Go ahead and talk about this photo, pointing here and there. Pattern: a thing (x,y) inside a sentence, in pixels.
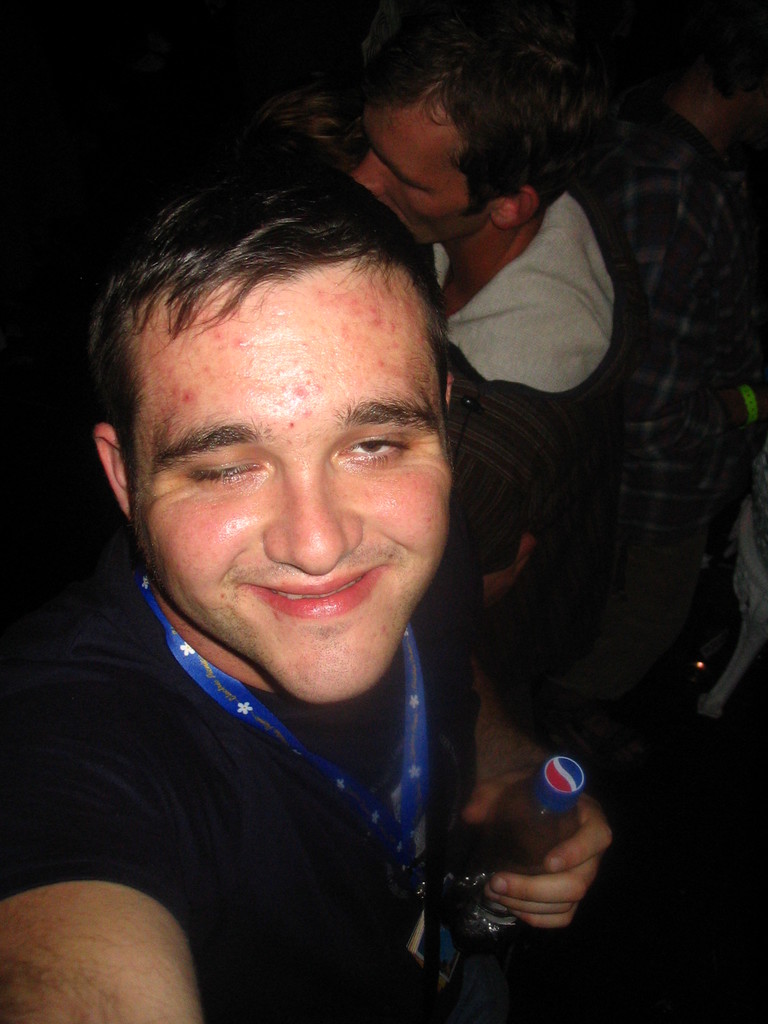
In the image we can see there are people (422,515) wearing clothes (562,410), this person (265,709) is wearing identity card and holding a bottle (505,837) in his hand (506,877), and he is smiling.
